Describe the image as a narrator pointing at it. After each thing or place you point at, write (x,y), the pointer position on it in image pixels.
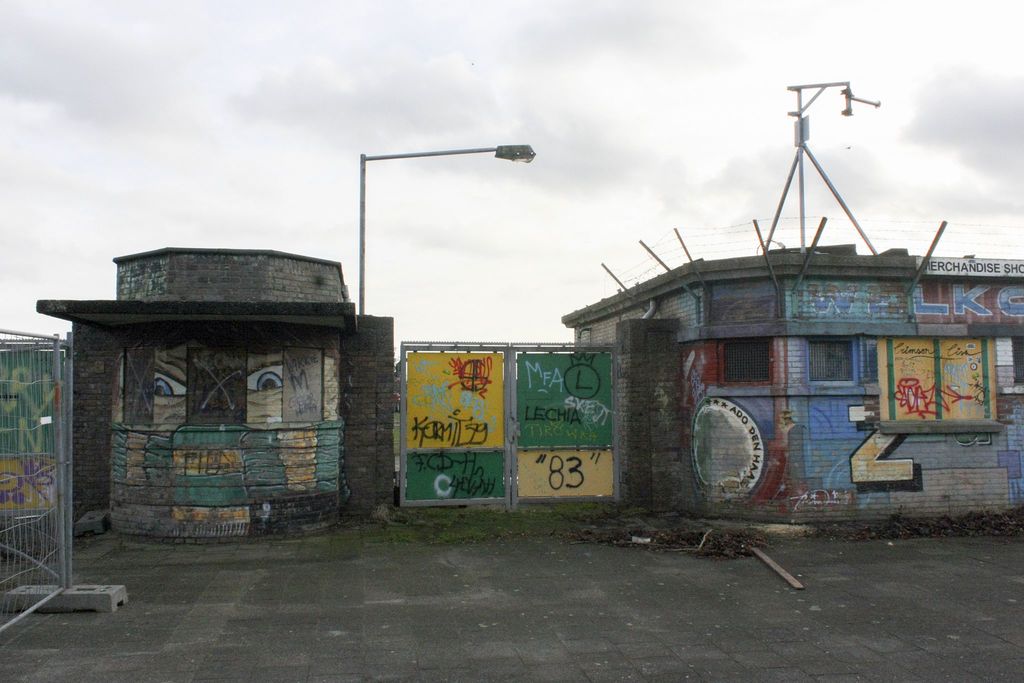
In the picture we can see two small houses (825,484) on it and we can see many paintings (700,437) and in the middle of it, we can see a gate (537,381), on the gate (536,366) also we can see the painting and near the house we can see a pole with a light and a railing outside the house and in the background (554,181) we can see a sky (531,198) with clouds (651,258).
